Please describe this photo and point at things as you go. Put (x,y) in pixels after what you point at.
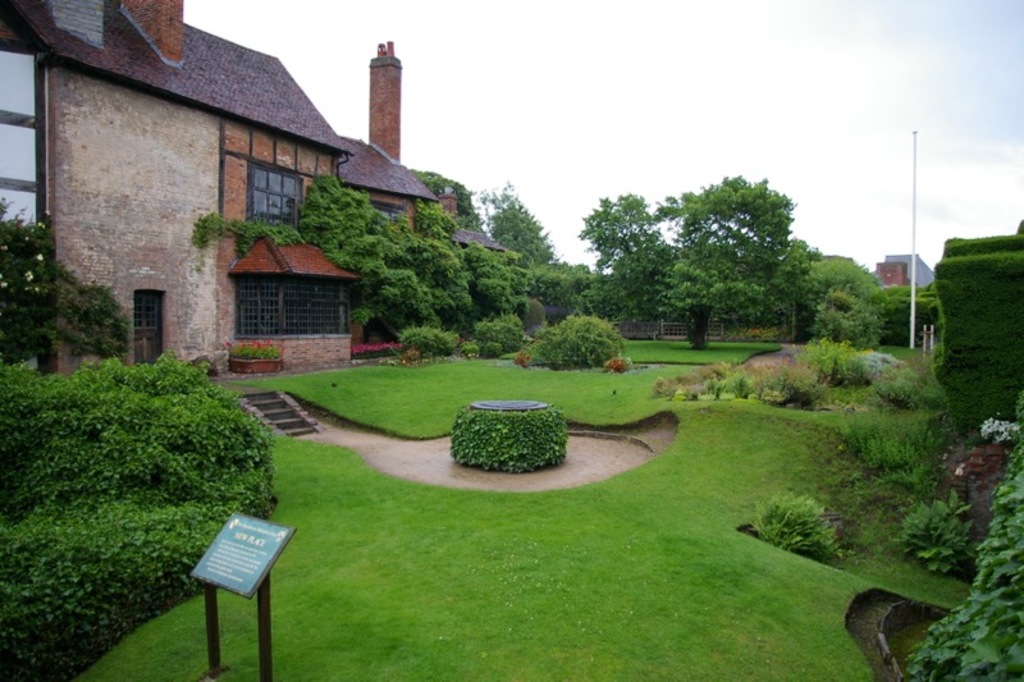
In this picture I can see trees (745,259), plants (843,386) and a board (241,566) with some text (225,566) and I can see grass (362,484) on the ground (643,375) and a pole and I can see buildings (311,169) and a cloudy sky (662,92) and I can see stairs (280,423).
